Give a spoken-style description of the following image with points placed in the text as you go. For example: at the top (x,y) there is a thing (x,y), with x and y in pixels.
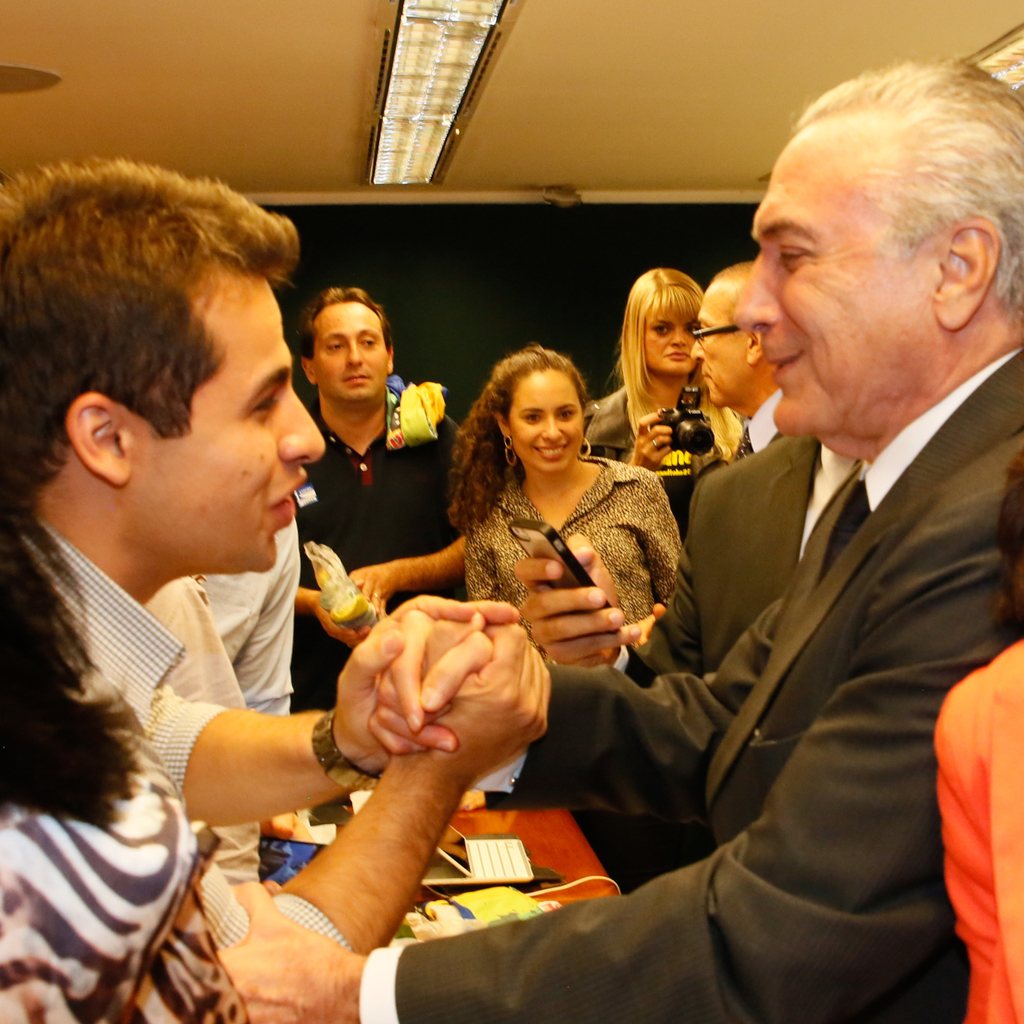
In this image we can see one man (839,378) is standing and holding hand (341,697) of the other man (174,573) and he is wearing black color suit (850,848). Behind two men (338,432) and two women (463,436) are standing. The roof (701,45) is in cream color with one light (412,79). The other man (492,712) is wearing shirt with watch (319,755).
